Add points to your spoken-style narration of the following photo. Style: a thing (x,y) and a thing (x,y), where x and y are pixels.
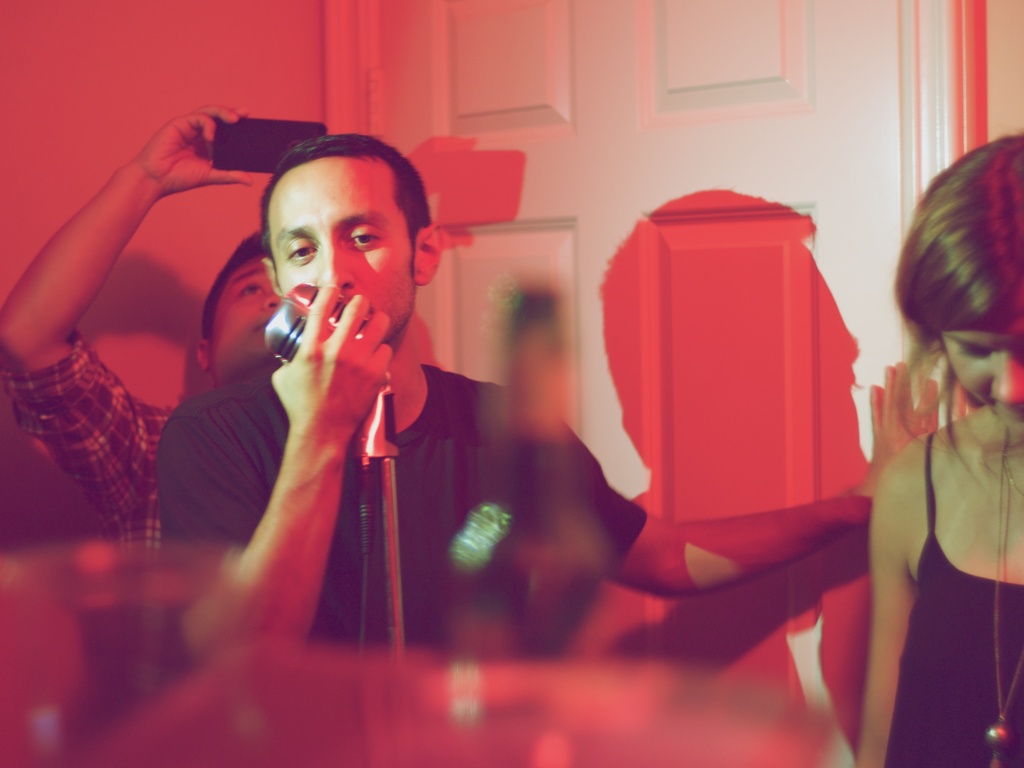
This picture is clicked inside. On the right (991,380) there is a person (964,572). In the center (353,383) there is a man (438,426) wearing a black color t-shirt (432,467), holding a microphone (319,332) and seems to be singing. In the background (258,264) there is another person (152,415) holding a mobile phone (240,138) and we can see a wall (194,45) and a white color door (617,49) and we can see the shadows (506,196) of the persons (362,387) on the door (643,175).
